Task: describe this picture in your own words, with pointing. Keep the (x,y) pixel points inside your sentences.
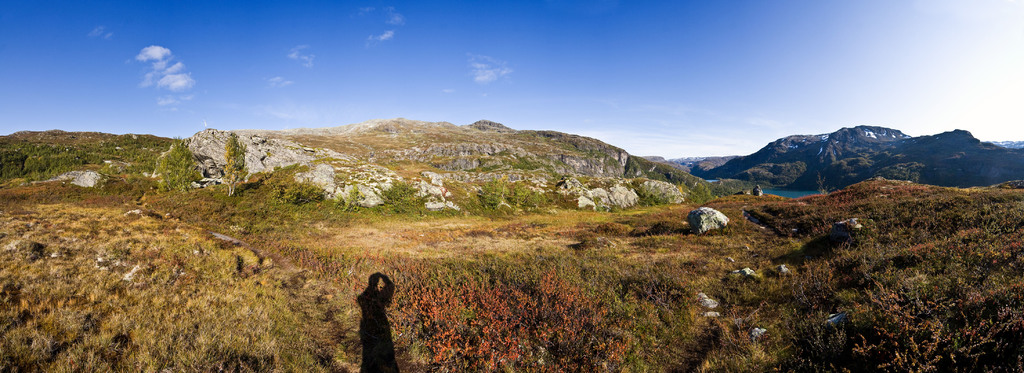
In the foreground of this image (596,332), there is a shadow (383,320) of a person (375,300) on the grassland (412,306). In the middle (629,195), there are rocks (616,195) and trees (179,165). In the background (790,143), there are mountains (835,146), water (791,194) and the sky (581,71).
